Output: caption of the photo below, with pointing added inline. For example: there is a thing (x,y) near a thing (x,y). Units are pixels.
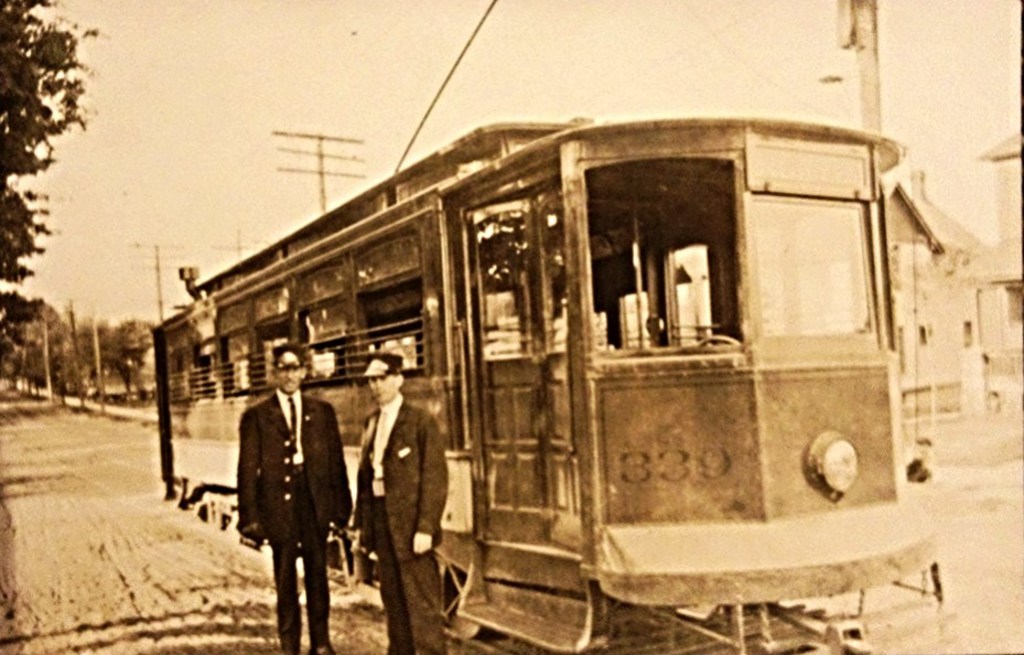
This is a black and white image. In this image we can see men (287,548) standing on the ground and there is a motor vehicle (526,413) behind them. In the background (344,173) there are electric poles (330,173), trees (81,325) and sky (766,35).
